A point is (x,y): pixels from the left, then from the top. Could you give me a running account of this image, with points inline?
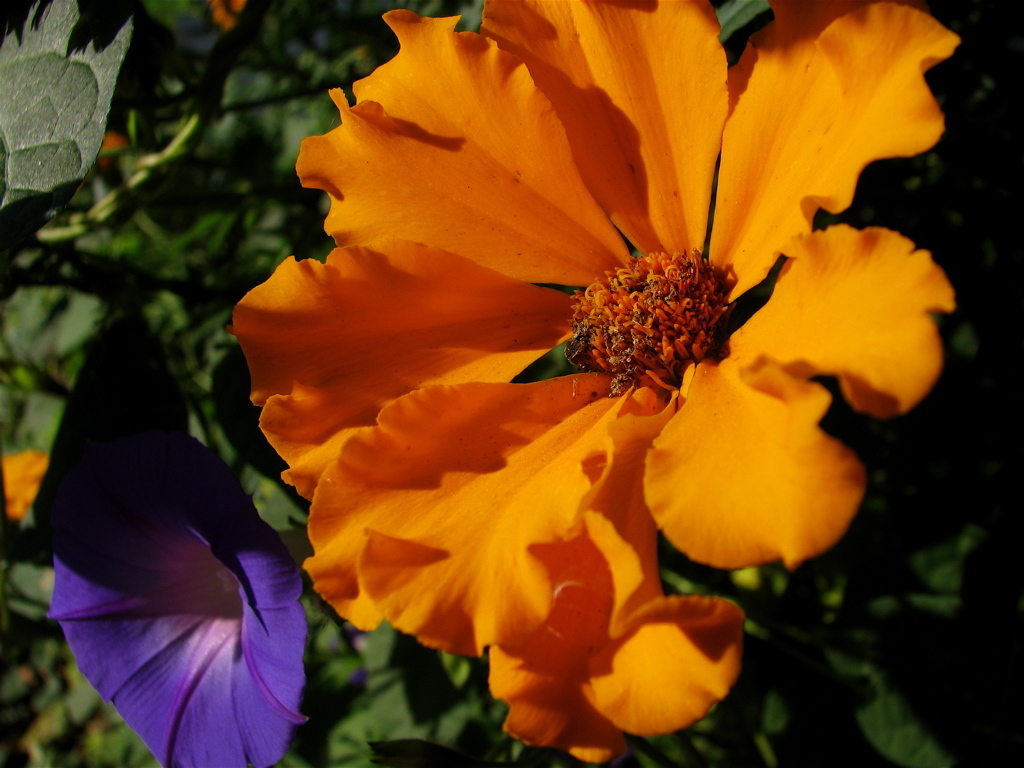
In this image I can see two flowers (274,372) in the front (468,380) and I can also see leaves (153,318) in the background (7,229). I can see color of these flowers (369,242) are purple and orange and I can see this image is little bit blurry in the background (269,130).
